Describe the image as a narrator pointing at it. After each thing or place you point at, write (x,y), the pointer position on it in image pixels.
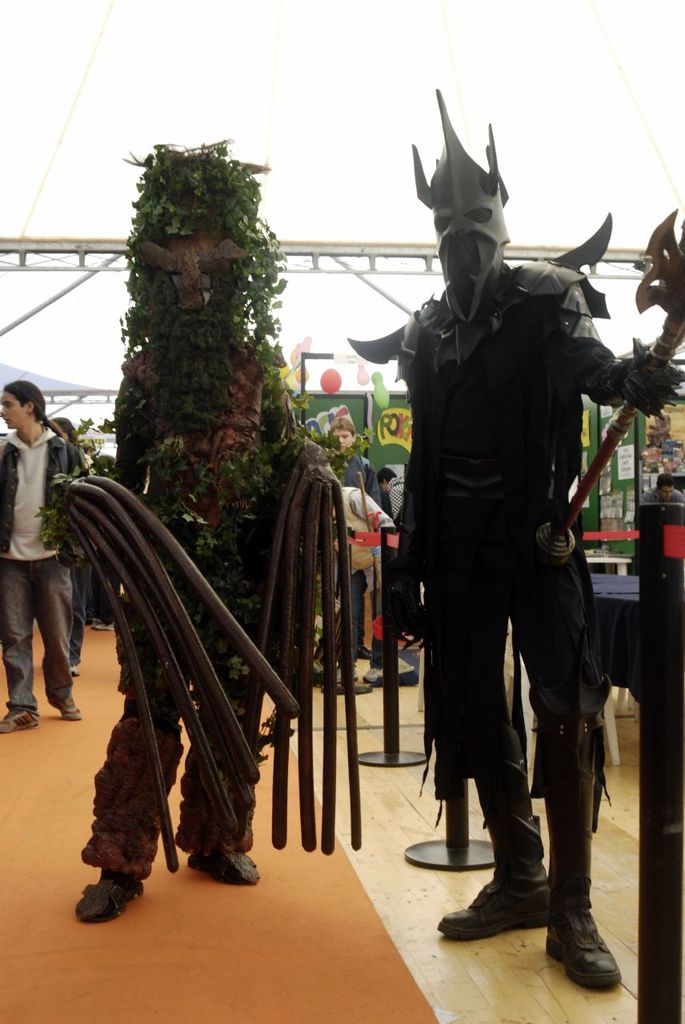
In this image we can see many people (446,581). There are many objects (651,583) in the image. There is a sky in the image. There is a table (621,622) in the image. There is a notice board (382,462) and some objects (609,506) stuck on it in the image.
